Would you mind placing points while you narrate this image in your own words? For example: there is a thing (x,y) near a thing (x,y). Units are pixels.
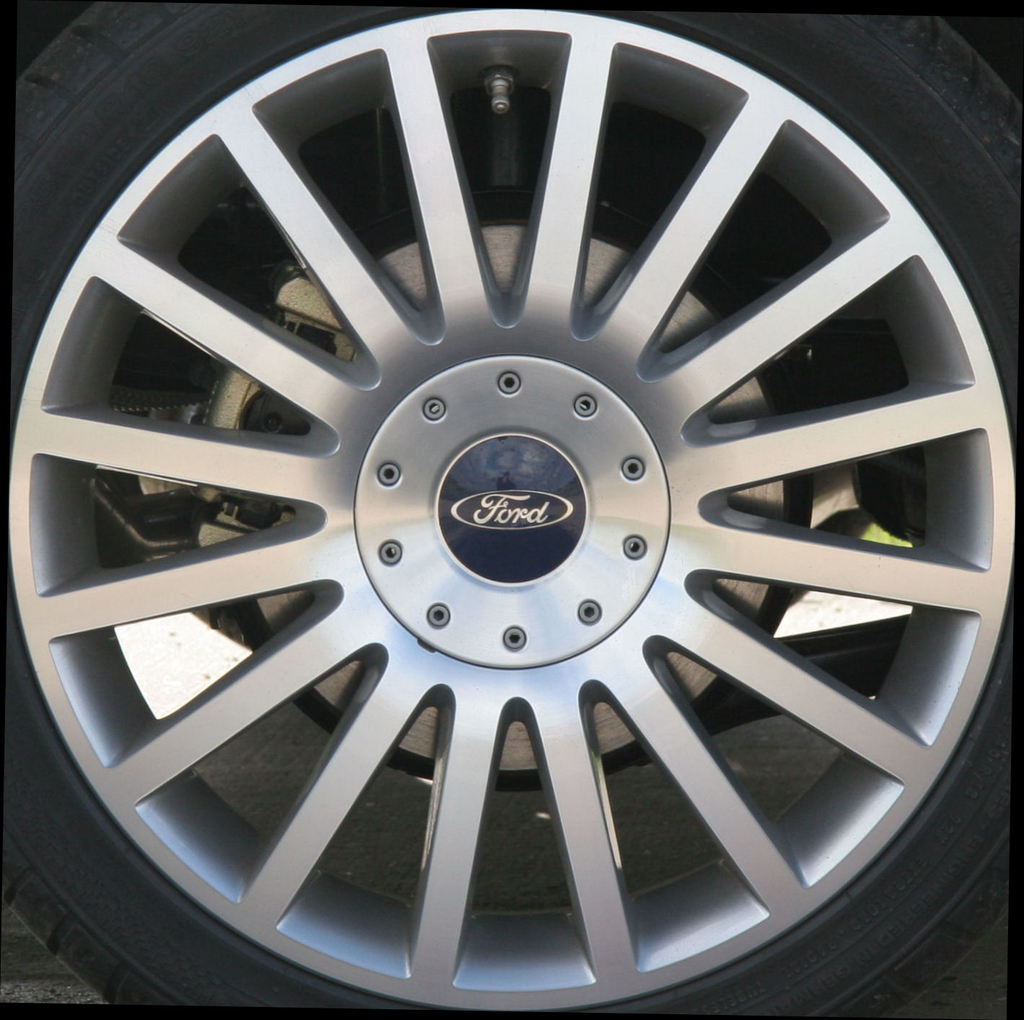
In this image we can see a wheel (527,934).
